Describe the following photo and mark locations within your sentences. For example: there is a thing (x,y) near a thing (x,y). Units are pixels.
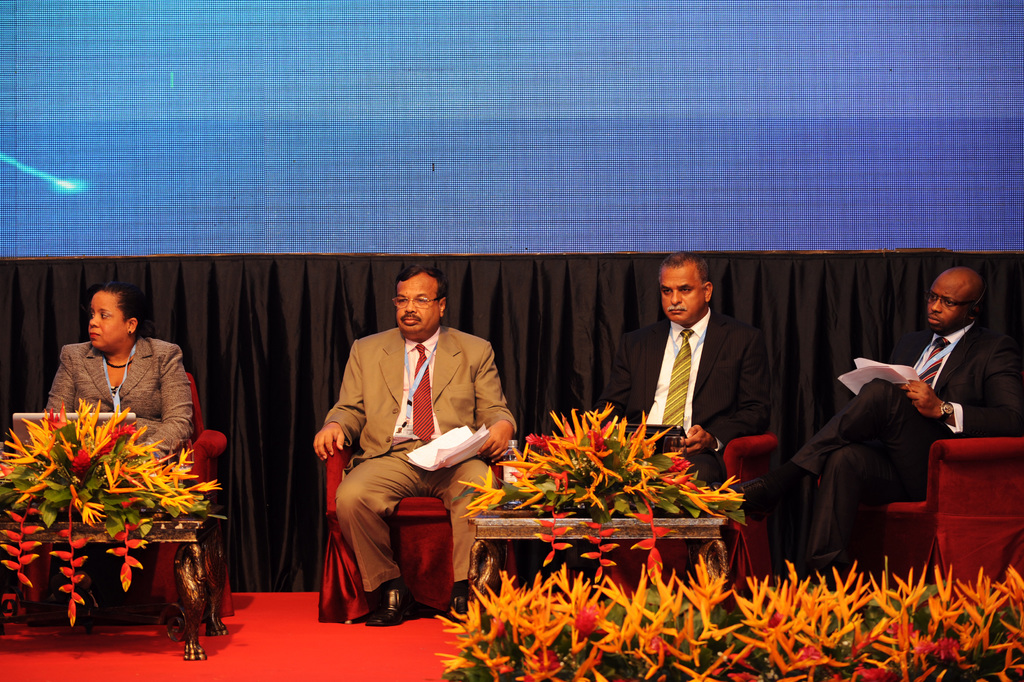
In this image we can see a group of people (435,371) sitting on the chairs (420,522) holding some papers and laptops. We can also see some tables (489,575) with flowers (537,499) and leaves (602,514) placed in front of them. On the backside (258,280) we can see a curtain (580,381).
